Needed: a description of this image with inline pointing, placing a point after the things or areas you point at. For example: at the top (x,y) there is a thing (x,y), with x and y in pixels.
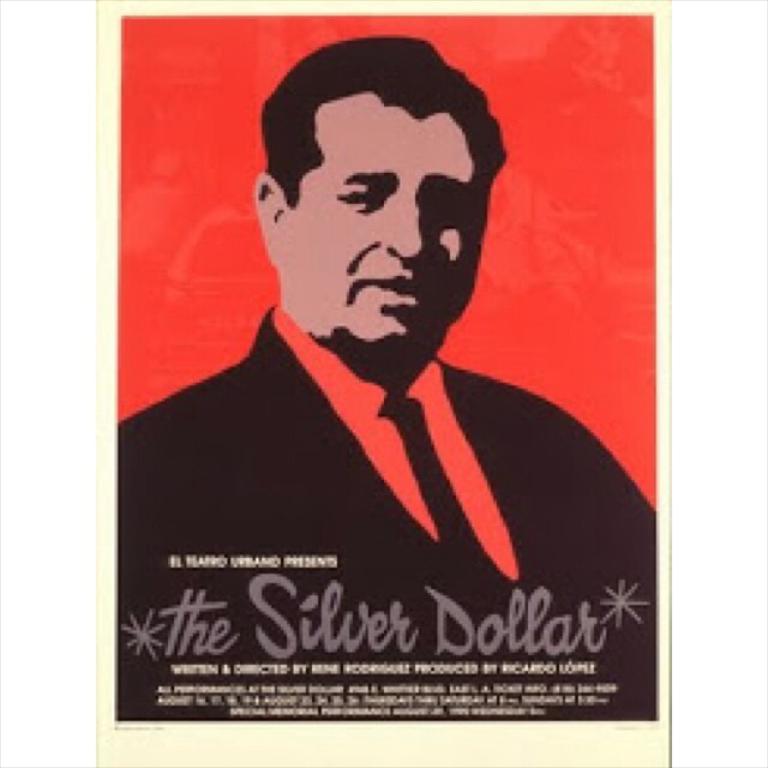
In this image I can see the person (469,547) and something is written on it. Background (229,134) is in red and cream color.
